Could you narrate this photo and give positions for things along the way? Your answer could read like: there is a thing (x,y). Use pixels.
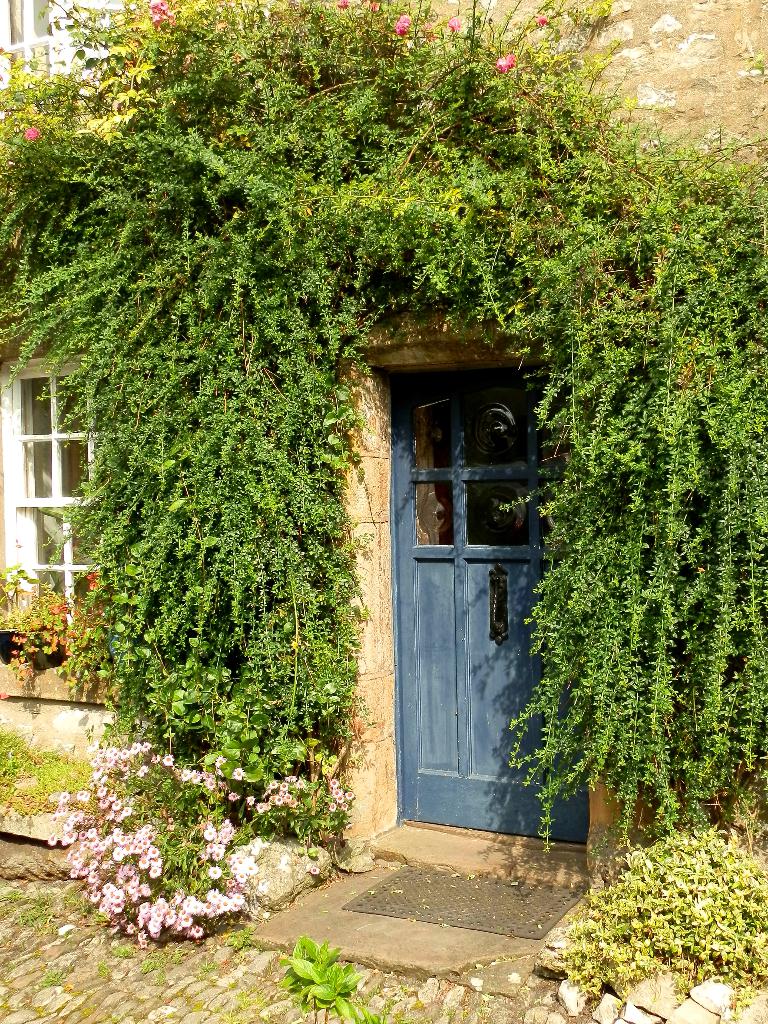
This is a building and here we can see a creepers (374,263), plants (163,766) and flowers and there are windows (29,39) and we can see a door (439,709). At the bottom (557,985), there are rocks (581,996) on the ground (164,962) and there is a mat (404,902).
